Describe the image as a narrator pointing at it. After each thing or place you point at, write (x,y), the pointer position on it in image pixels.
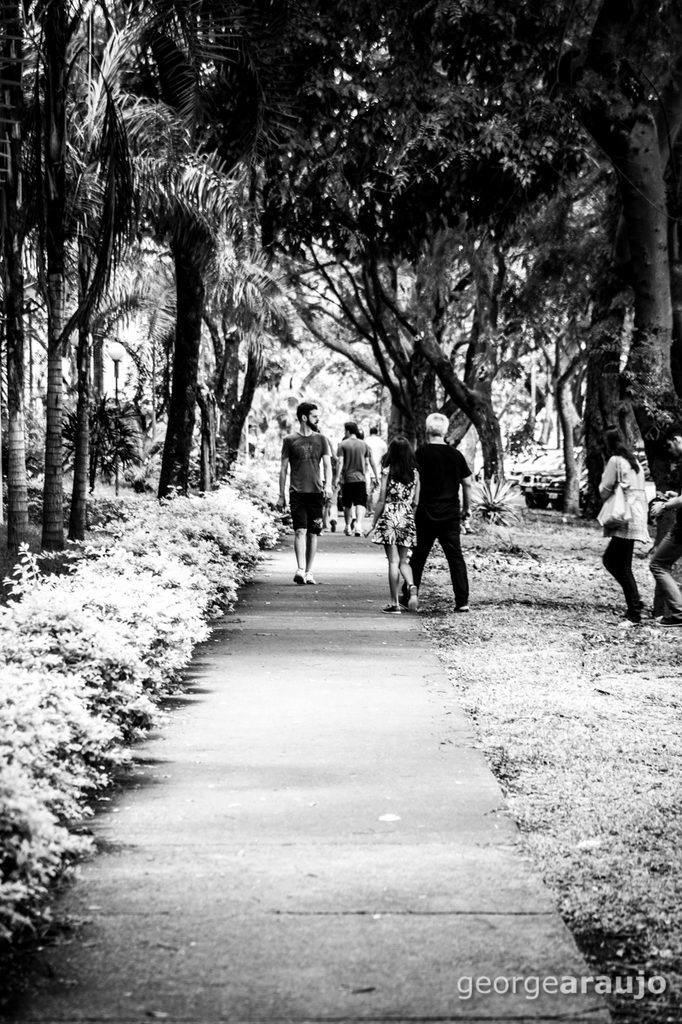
Here we can see people (428,444), plants (270,524), vehicle (533,502) and trees (392,82). Bottom of the image (629,981) there is a watermark (618,984).
